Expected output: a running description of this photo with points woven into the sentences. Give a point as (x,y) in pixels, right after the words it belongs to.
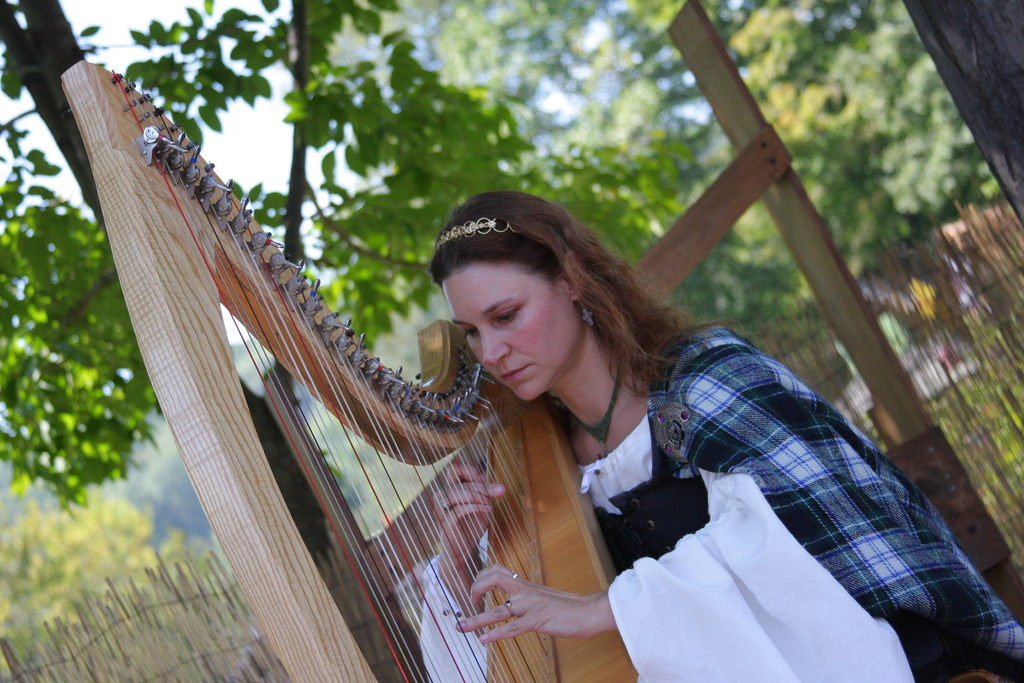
Here in this picture we can see a woman (592,344) present over a place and we can see she is holding a musical instrument (316,387) and playing it and behind her we can see plants (965,444) and trees (22,605) present on the ground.
